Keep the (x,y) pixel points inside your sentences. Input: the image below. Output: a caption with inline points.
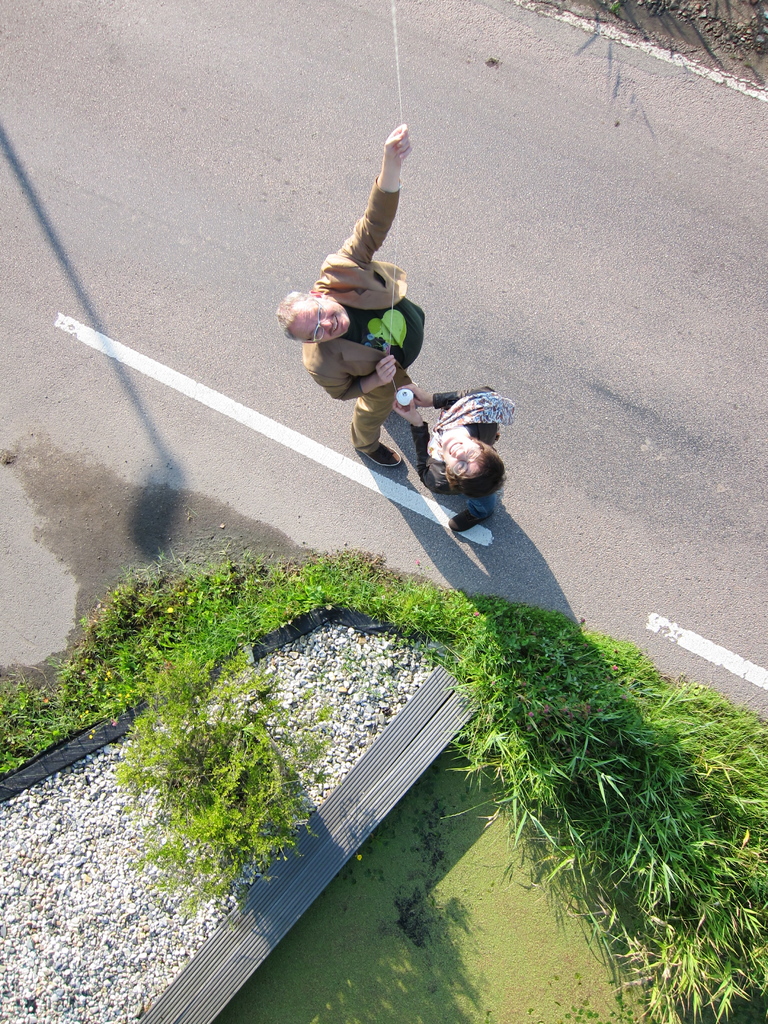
In the picture I can see two persons (452,407) standing and holding a thread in their hands (430,402) and there is a greenery grass (609,728) beside them.
